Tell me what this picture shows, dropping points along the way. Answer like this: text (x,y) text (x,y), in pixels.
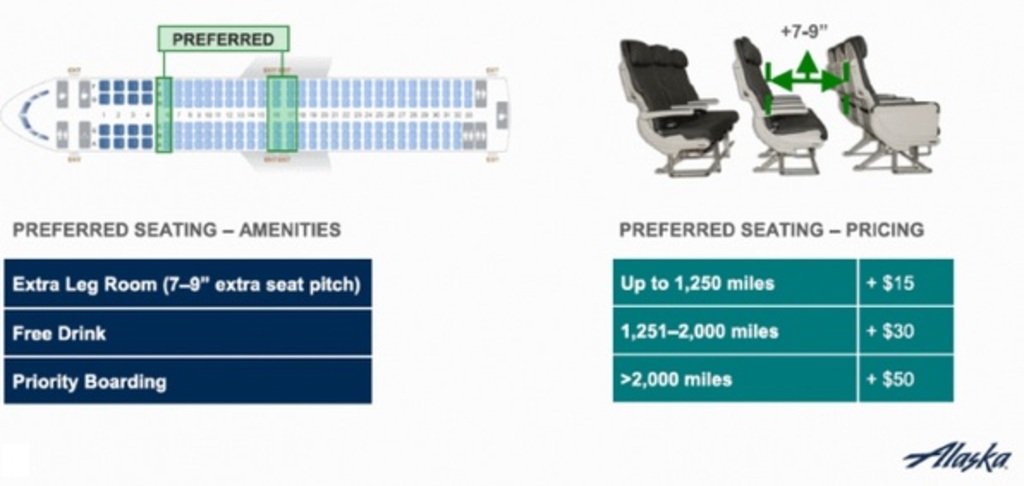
In the picture we can see a seating arrangement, sheet of the flight (827,485) with some information (202,338) and seat diagram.
